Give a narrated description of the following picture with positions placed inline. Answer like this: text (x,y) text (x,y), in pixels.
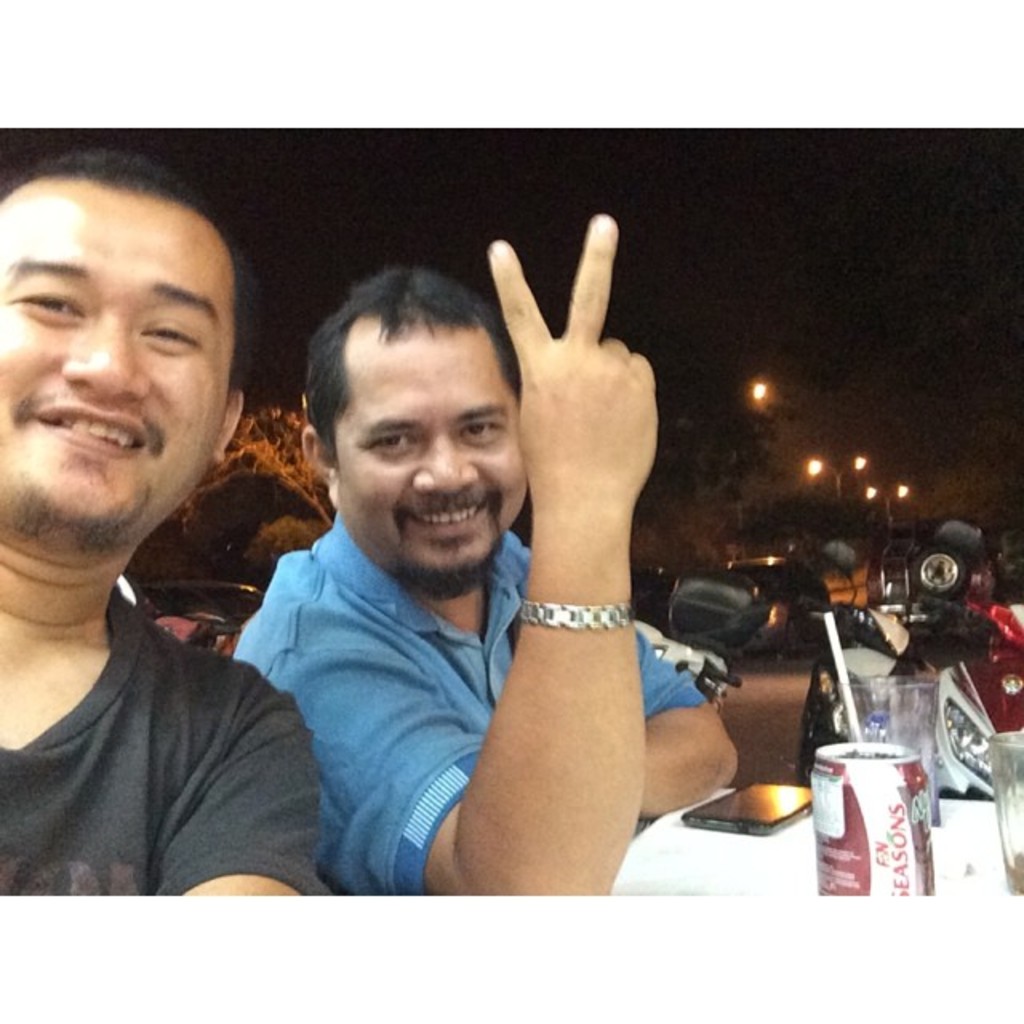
In this image I can see two persons (160,724) wearing black and blue colored dress (295,714) are sitting in front of a white colored table (680,822) and on it I can see a tin (868,848), few glasses (1013,781) and a mobile (741,805). In the background (947,730) I can see few vehicles (873,677) on the ground (734,704), few trees (705,516), few street light poles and the dark sky (736,294).
